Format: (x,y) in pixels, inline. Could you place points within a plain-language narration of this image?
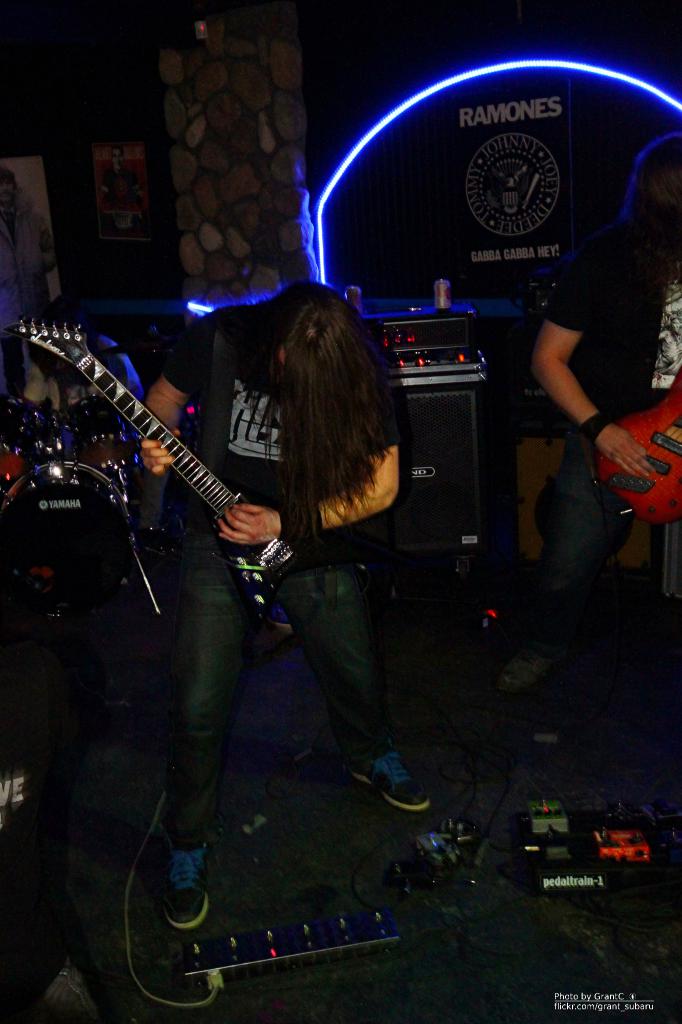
In this image i can see there are two men (356,584) who are playing guitar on stage (527,811).
